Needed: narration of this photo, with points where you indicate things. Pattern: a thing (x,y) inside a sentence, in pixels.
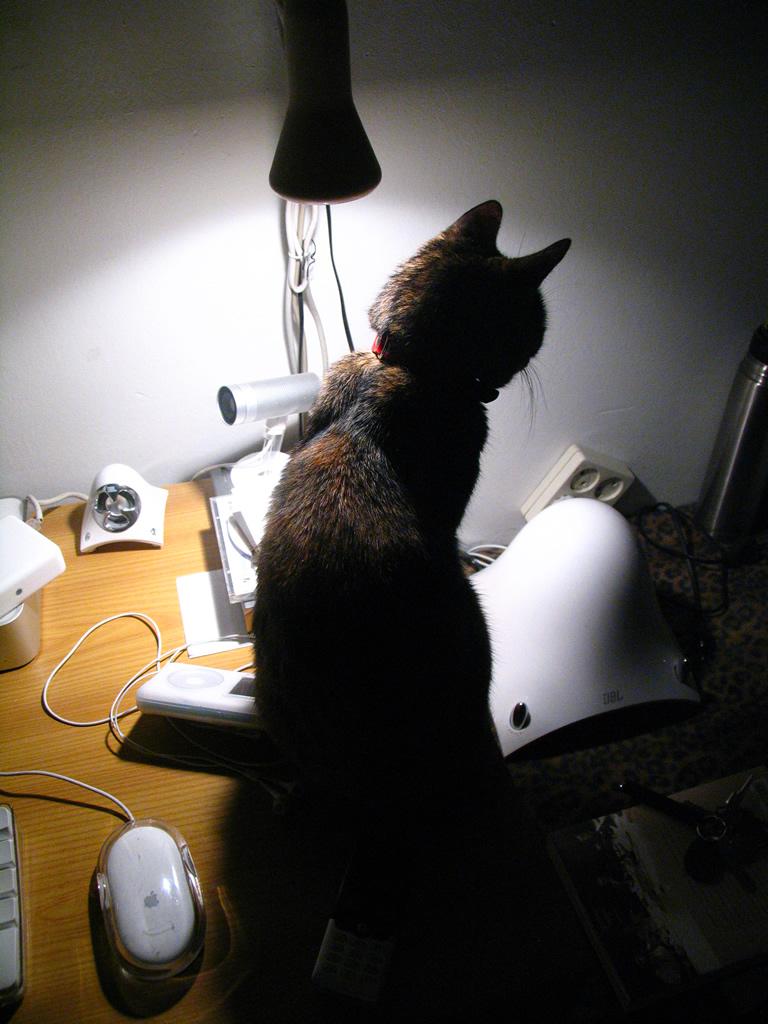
There is wooden table (106,669). On that there is a mouse (154,916), cat (272,698), wire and many other things (524,641). In the background (550,135) there is a wall (558,118). On that there are wires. Also there is a lamp (318,188) with light (249,284).
